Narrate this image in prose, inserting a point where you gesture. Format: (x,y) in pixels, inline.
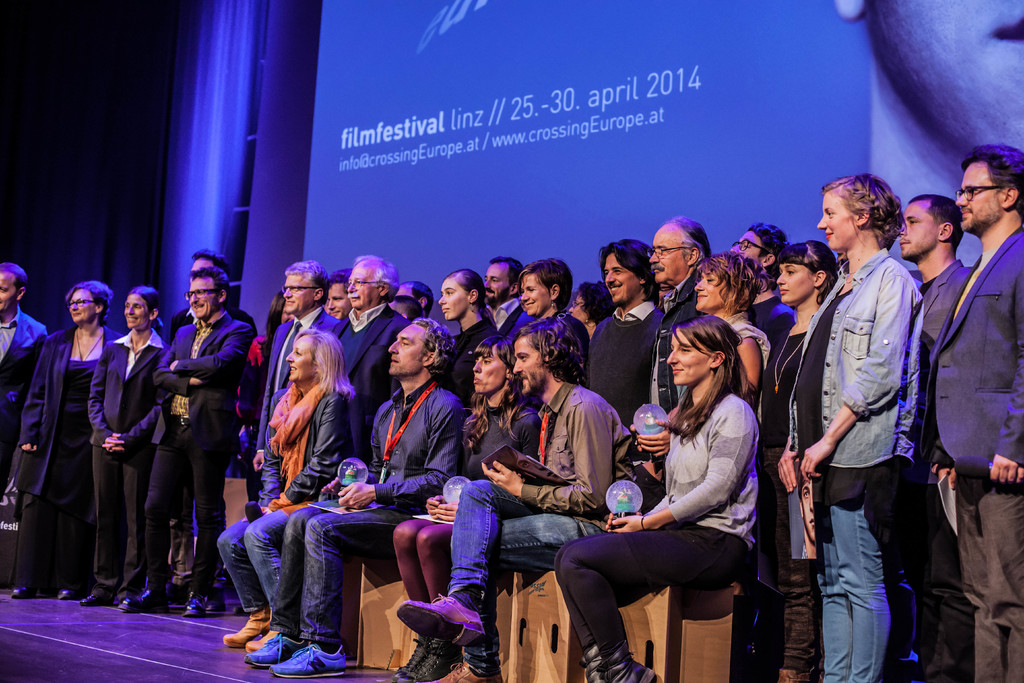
In this image we can see persons (548,306) standing on the floor (207,622) and some are sitting on the seating stools (555,597). In the background (482,204) we can see an advertisement (573,85) and curtain (160,174).
